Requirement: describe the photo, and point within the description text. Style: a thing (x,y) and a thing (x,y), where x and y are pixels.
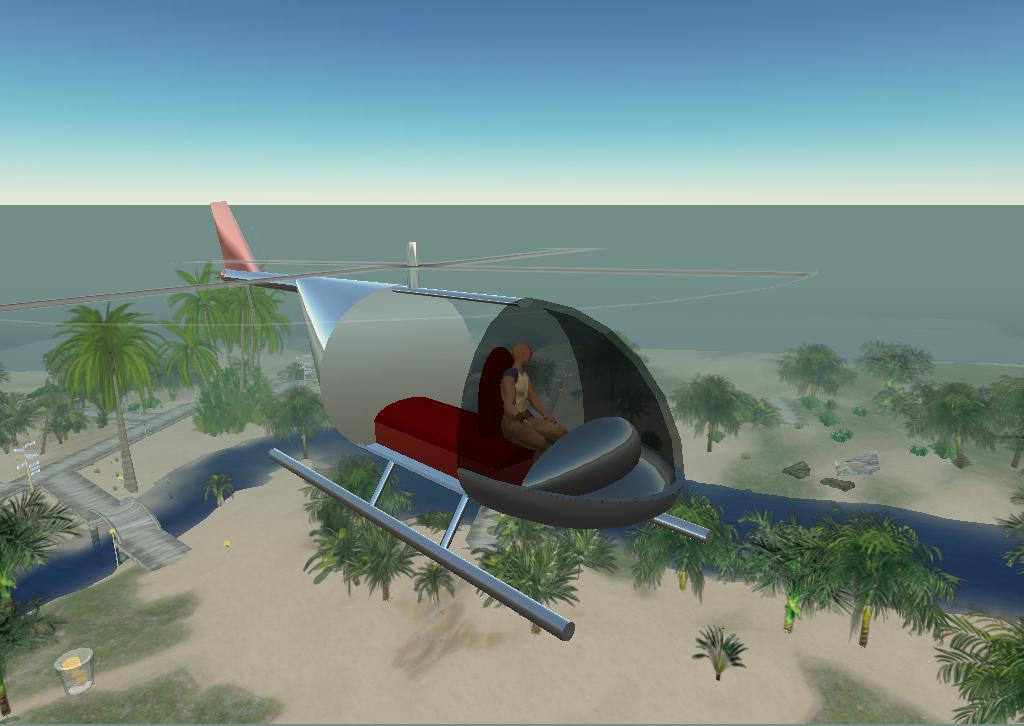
In the center of the image (616,343) there is a helicopter (517,484) and we can see a person (522,442) in the helicopter (516,459). At the bottom (929,596) there are trees (732,646) and a sea (948,205). At the top (392,117) there is sky (554,139).
